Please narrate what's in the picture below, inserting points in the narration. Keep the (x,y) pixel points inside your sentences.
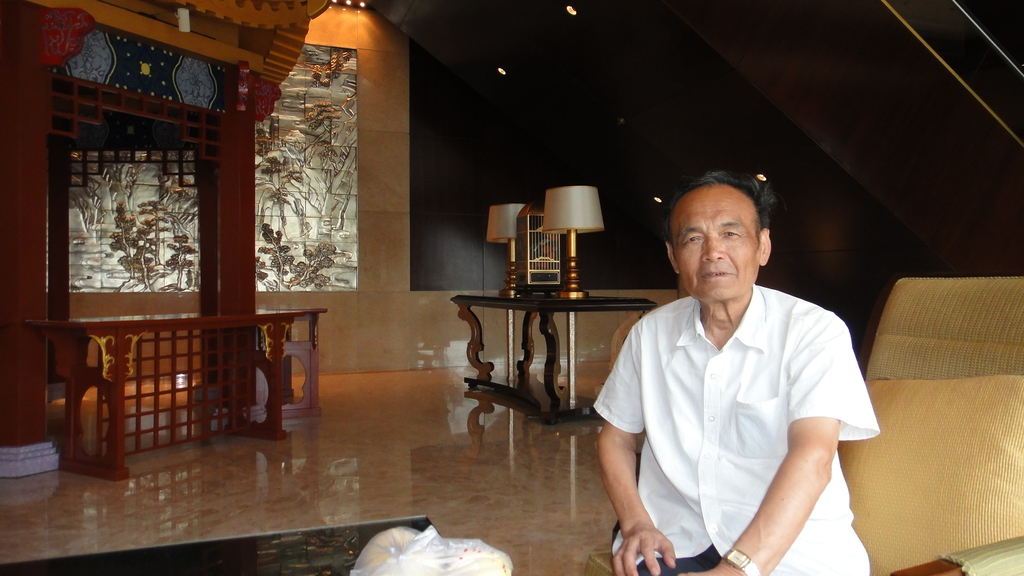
In this picture we can see the man (779,444) sitting on the sofa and giving a pose to the camera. Behind there is a center table (499,297) with two table lights (572,213). Behind there is a glass wall (328,178) and wooden shed (254,261). In the front (264,468) bottom side there is a marble flooring (250,461).
